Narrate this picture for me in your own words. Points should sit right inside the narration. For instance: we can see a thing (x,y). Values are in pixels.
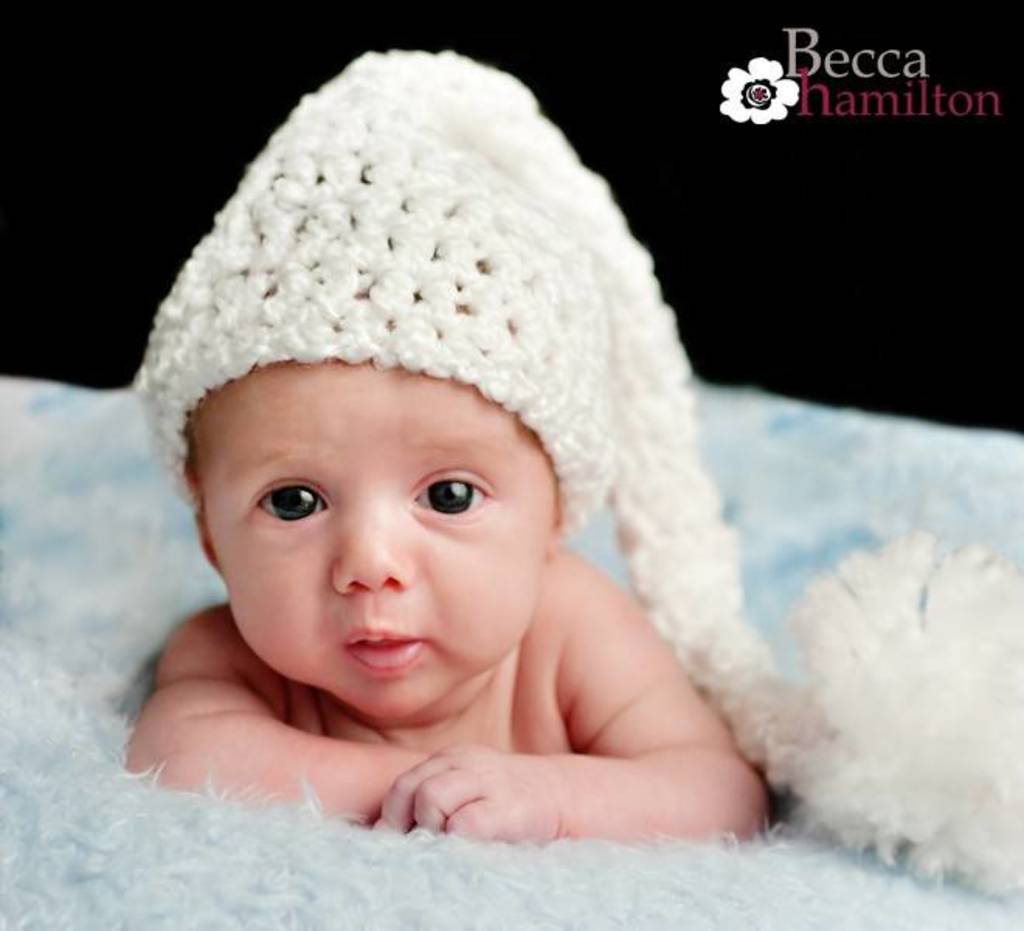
In the middle of the image (511,579), there is a baby (592,652) wearing white color cap (409,332) and laying on a surface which is covered with a cloth (171,869). On the top right (820,87), there is a watermark (837,90). And the background (849,171) is dark in color.
